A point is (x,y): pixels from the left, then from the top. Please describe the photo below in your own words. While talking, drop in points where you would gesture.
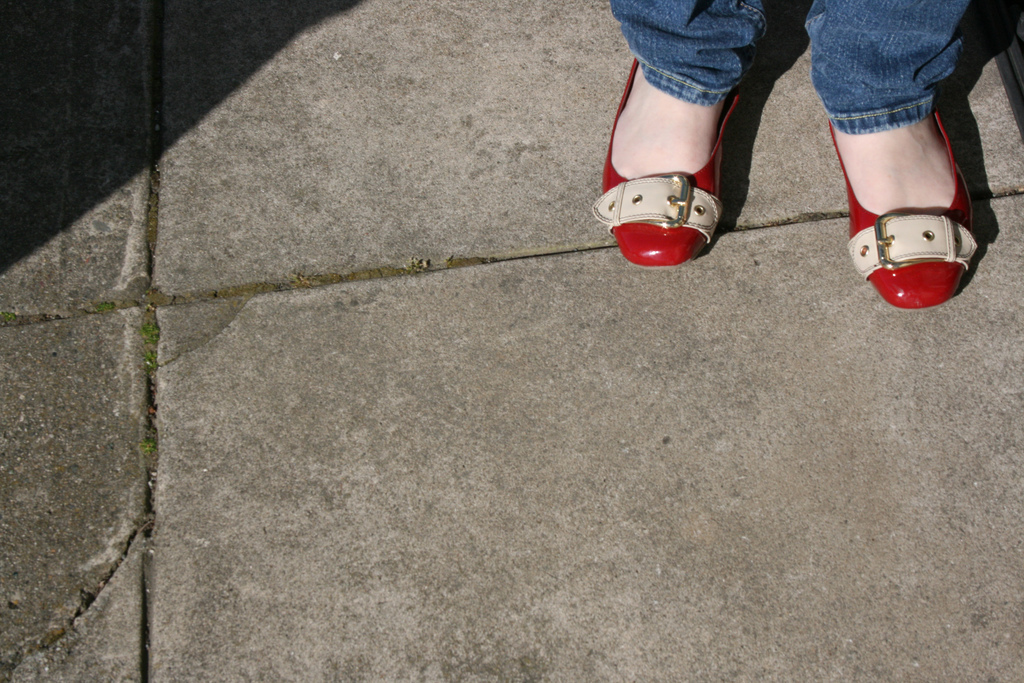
In this image we can see the person's legs (887,149) with blue jeans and red shoes (911,251) on the floor (691,419). There is one object (1014,24) on the top right side of the image (1017,31).
